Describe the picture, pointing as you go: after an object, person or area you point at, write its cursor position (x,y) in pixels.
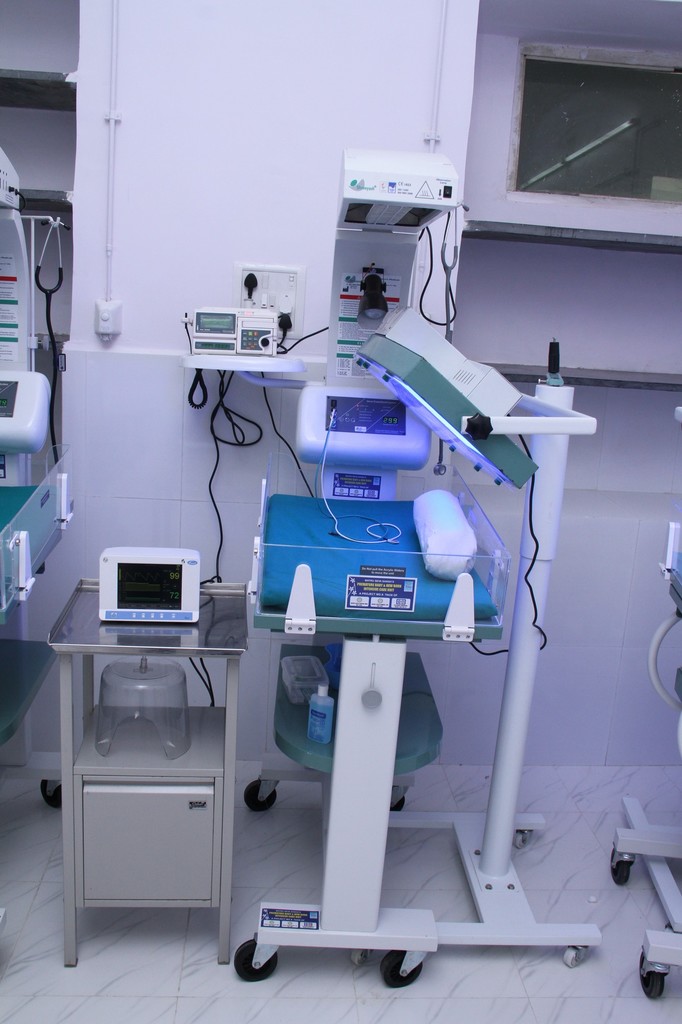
In this picture I can see the machines (469,392). On the left (226,818) I can see the steel table (161,782). In the top right corner (564,195) I can see the shelves (619,247) and window (676,138).
